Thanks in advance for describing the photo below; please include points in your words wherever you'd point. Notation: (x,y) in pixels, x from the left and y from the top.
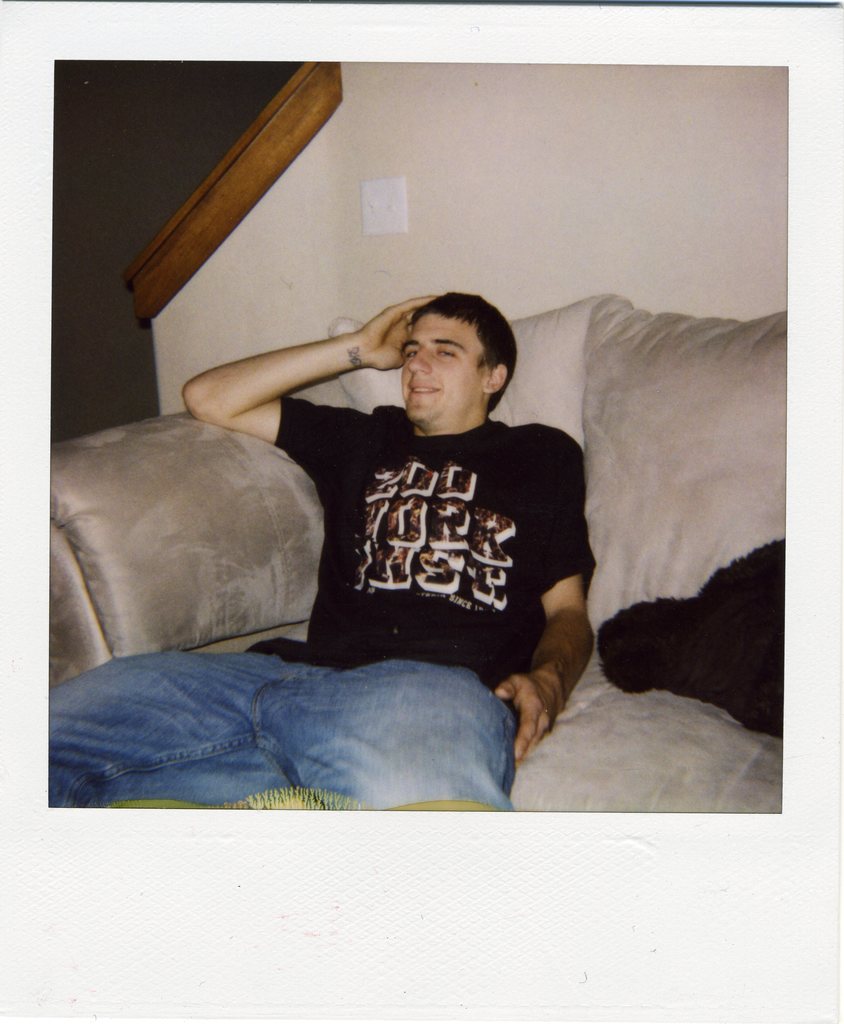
In this image in the center (365,672) there is a person (342,699) sitting on the sofa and smiling and on the sofa (626,423), there are two cushions (660,449) and there is an object (737,641) which is black in colour. In the background (493,203) there is a wall (309,205) and on the wall (286,190) there is a railing (245,175) which is brown in colour.
